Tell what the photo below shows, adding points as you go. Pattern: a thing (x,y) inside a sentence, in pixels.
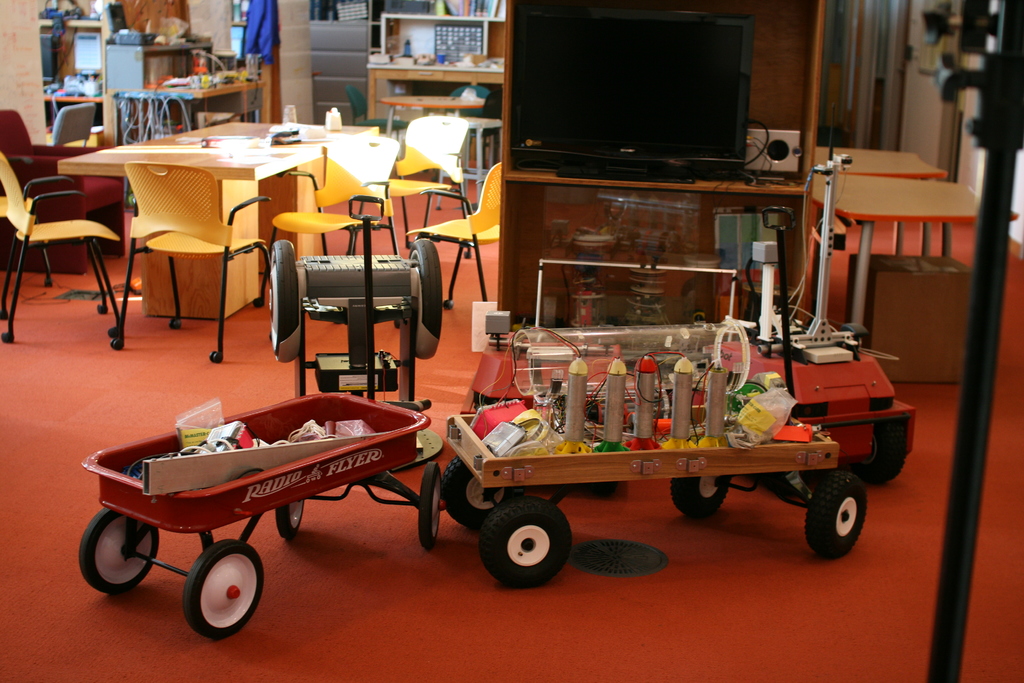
In this image there is a toy vehicle (112,567). At the left side (319,228) there are few chairs (418,154) and tables (286,157). At the right side (755,197) there is a cabin (680,209) having a screen (535,155) in it. Beside there are two tables (849,221). At the top left (165,95) there are few shelves (476,17) having some items (491,10) in it.
